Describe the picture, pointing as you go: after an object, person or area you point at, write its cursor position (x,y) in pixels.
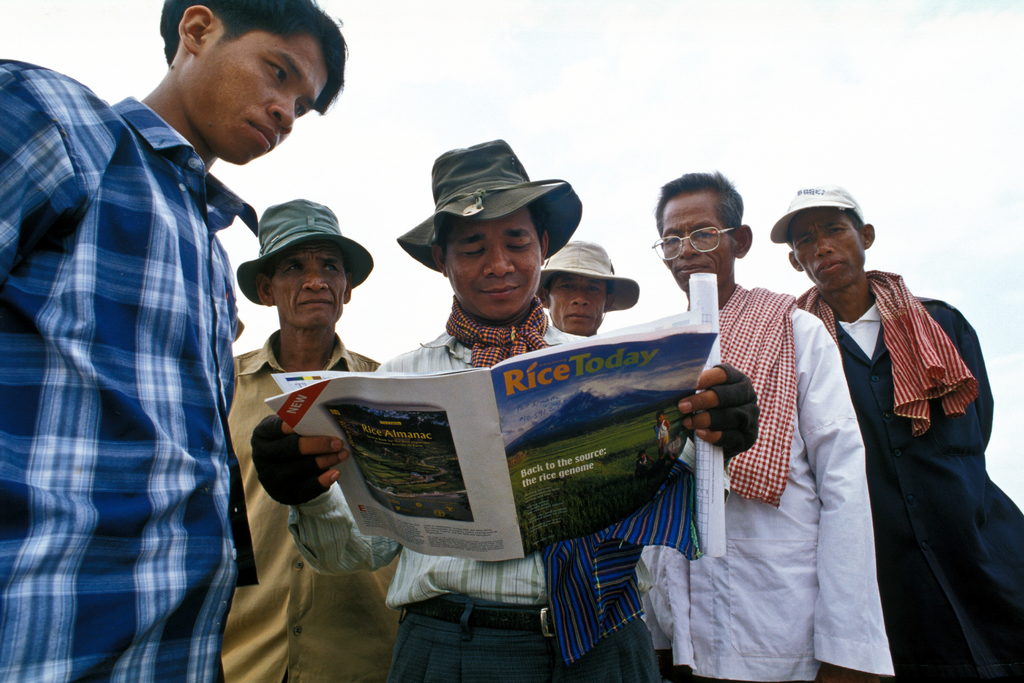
In this image we can see group of people (914,468) standing, some men (873,397) are wearing caps (415,253). One man (451,577) is holding a book (493,441) and a paper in his hands (701,409). At the top of the image (548,19) we can see the sky (585,35).
